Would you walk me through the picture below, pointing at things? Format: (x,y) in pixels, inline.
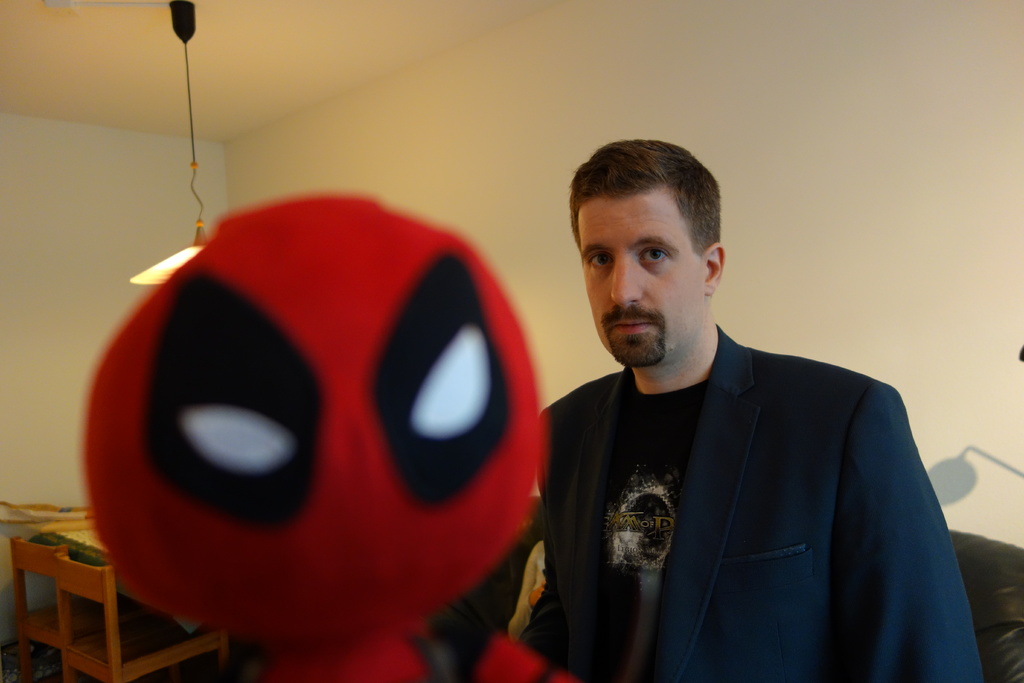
In this picture the man (648,196) who is standing behind a red toy (136,388) and there are two wooden chairs (95,593) on the right side of the man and there is a black sofa (502,611) behind the man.
